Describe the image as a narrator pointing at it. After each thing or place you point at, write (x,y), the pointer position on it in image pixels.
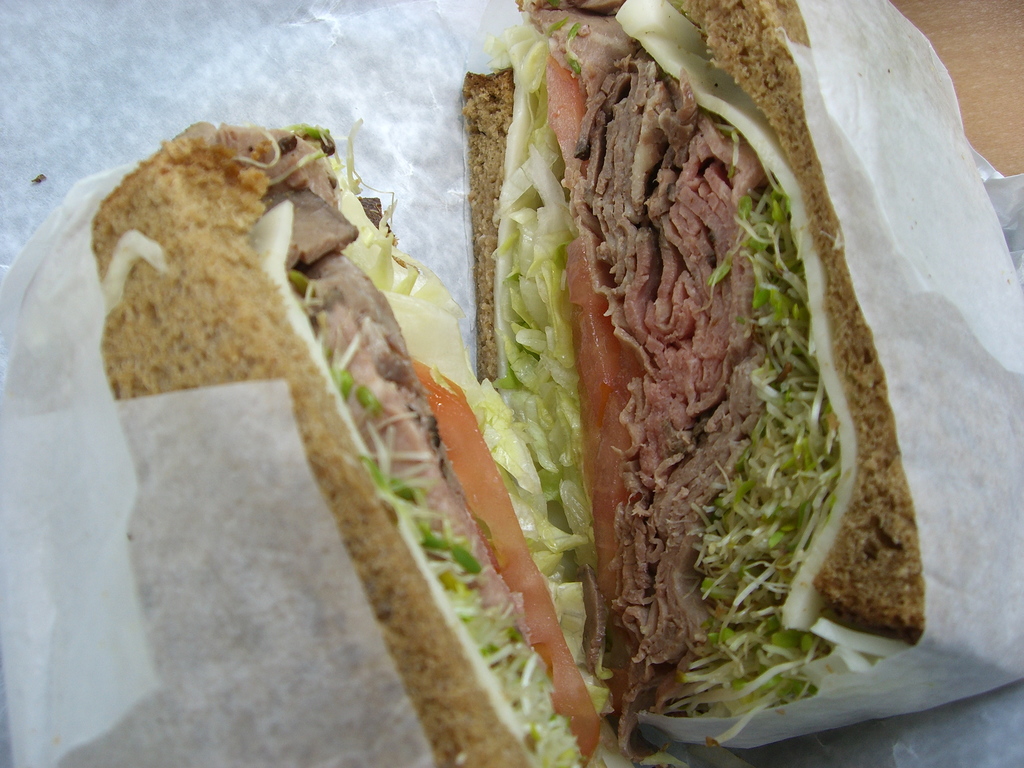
Here I can see a food item (615,626) which is packed with a white color paper (962,482).
